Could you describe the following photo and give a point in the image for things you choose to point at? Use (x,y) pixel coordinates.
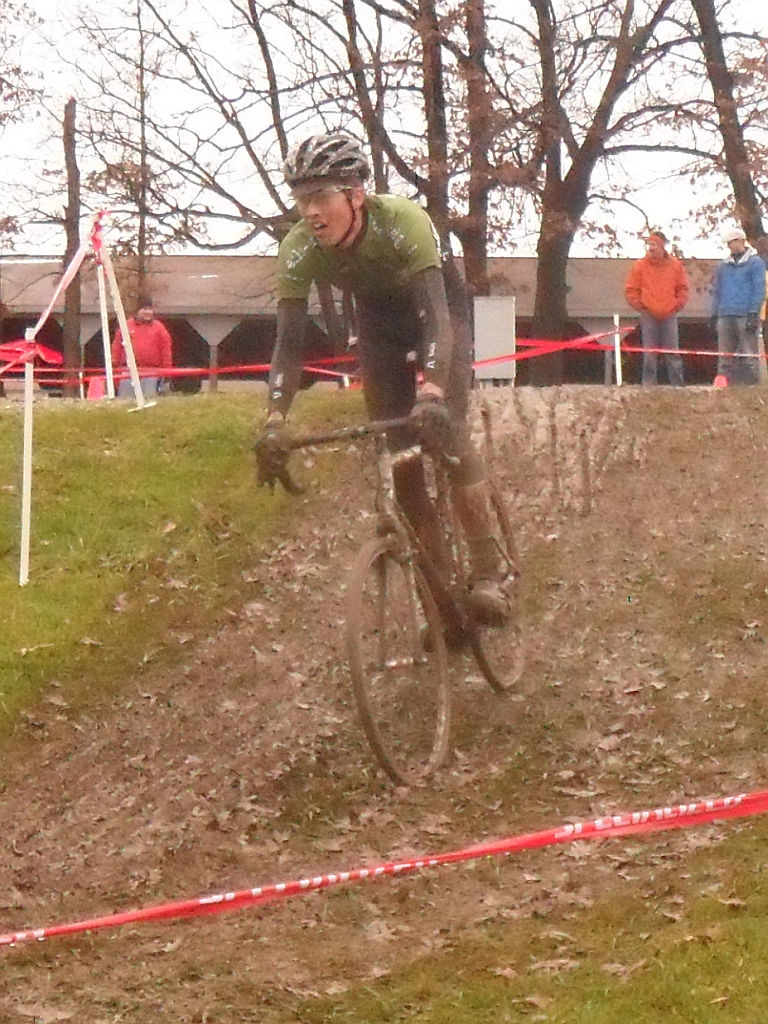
A man (449,455) is riding bicycle (398,423). In the background (446,206) there are 3 people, trees (600,119), building (215,265) and sky (246,249).
